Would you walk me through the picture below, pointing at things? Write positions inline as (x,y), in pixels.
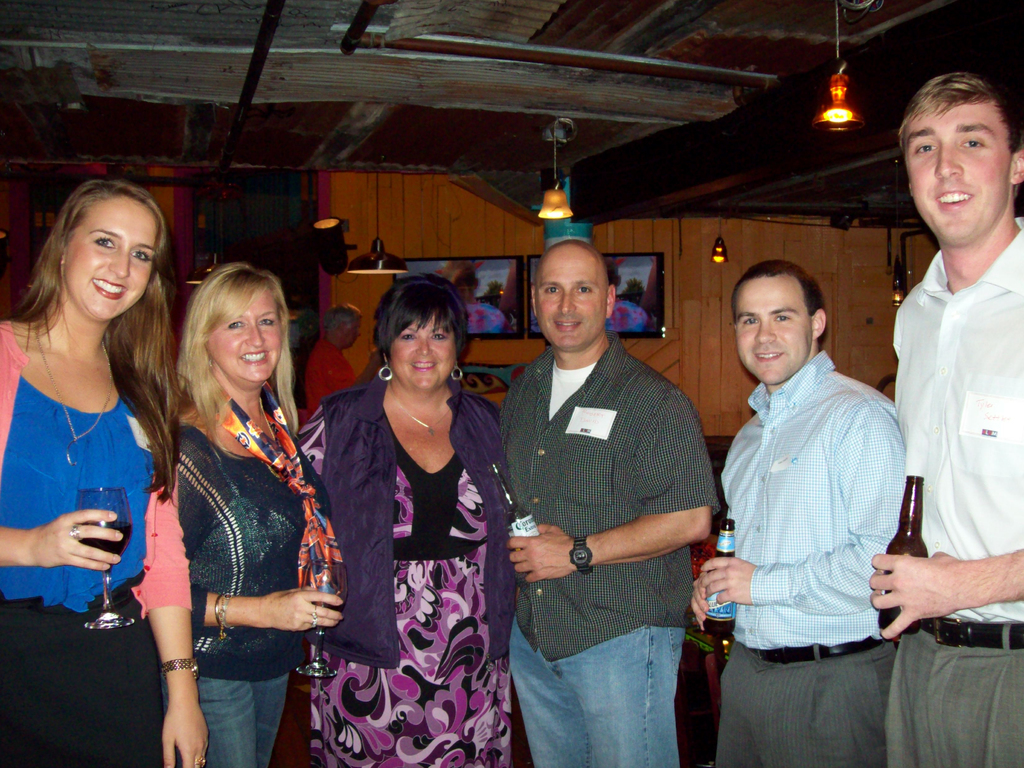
There are persons (203,415) in different color dresses (1008,475), smiling and standing. Some of them are holding bottles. Some of remaining are holding glasses (335,586) filled with drinks (335,586). In the background (310,381), there are lights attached to the roof (884,95), there are TVs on the wall (681,259) and there is a person (343,308).
